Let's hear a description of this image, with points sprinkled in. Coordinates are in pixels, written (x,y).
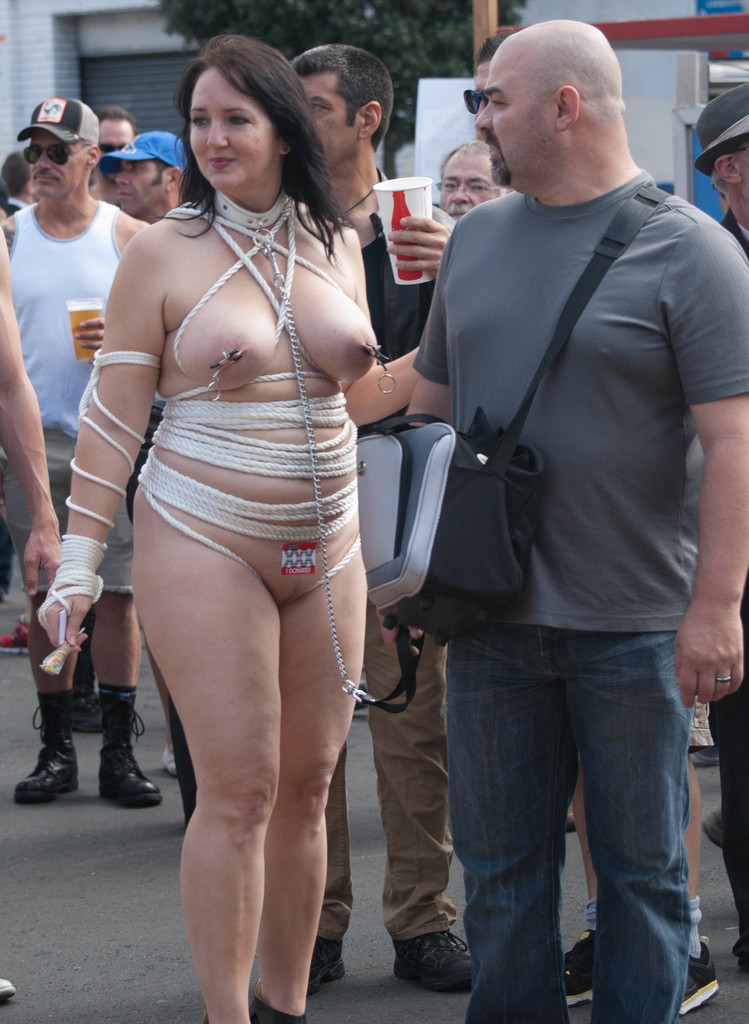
In this picture we can see a group of people (555,812) and in the background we can see a wall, trees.
